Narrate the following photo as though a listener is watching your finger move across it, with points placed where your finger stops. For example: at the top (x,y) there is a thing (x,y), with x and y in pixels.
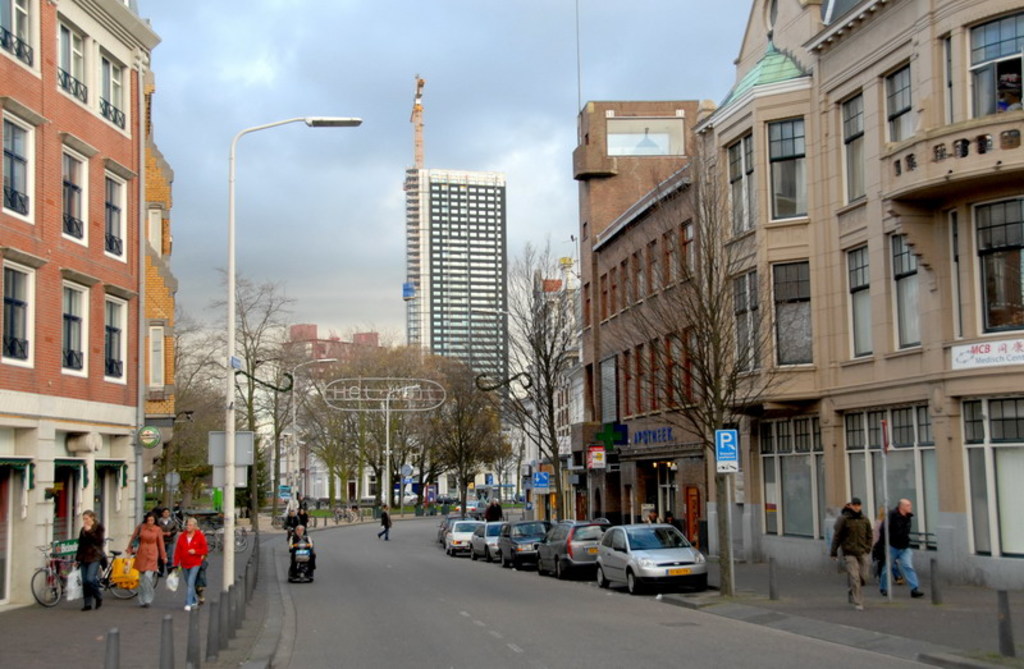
This picture shows buildings (108,29) and cars (523,535) parked on the road (601,607) and people (904,500) walking on the side walk (167,600) and a person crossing the road (402,540), we can see some sign boards (719,457) and the cloudy sky (471,18).
